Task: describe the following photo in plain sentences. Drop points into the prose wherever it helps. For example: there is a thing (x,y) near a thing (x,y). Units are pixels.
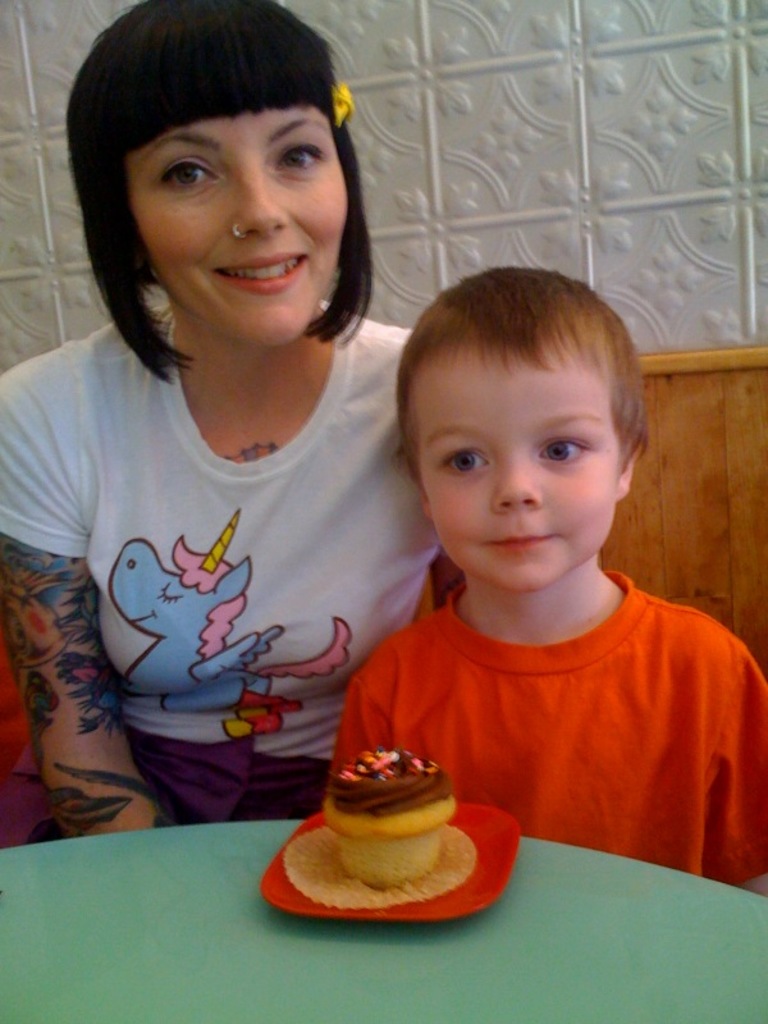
In this Image I see a woman (233,792) and a boy (531,838) and there is cupcake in front of them, I can also see this woman (52,750) is smiling.
